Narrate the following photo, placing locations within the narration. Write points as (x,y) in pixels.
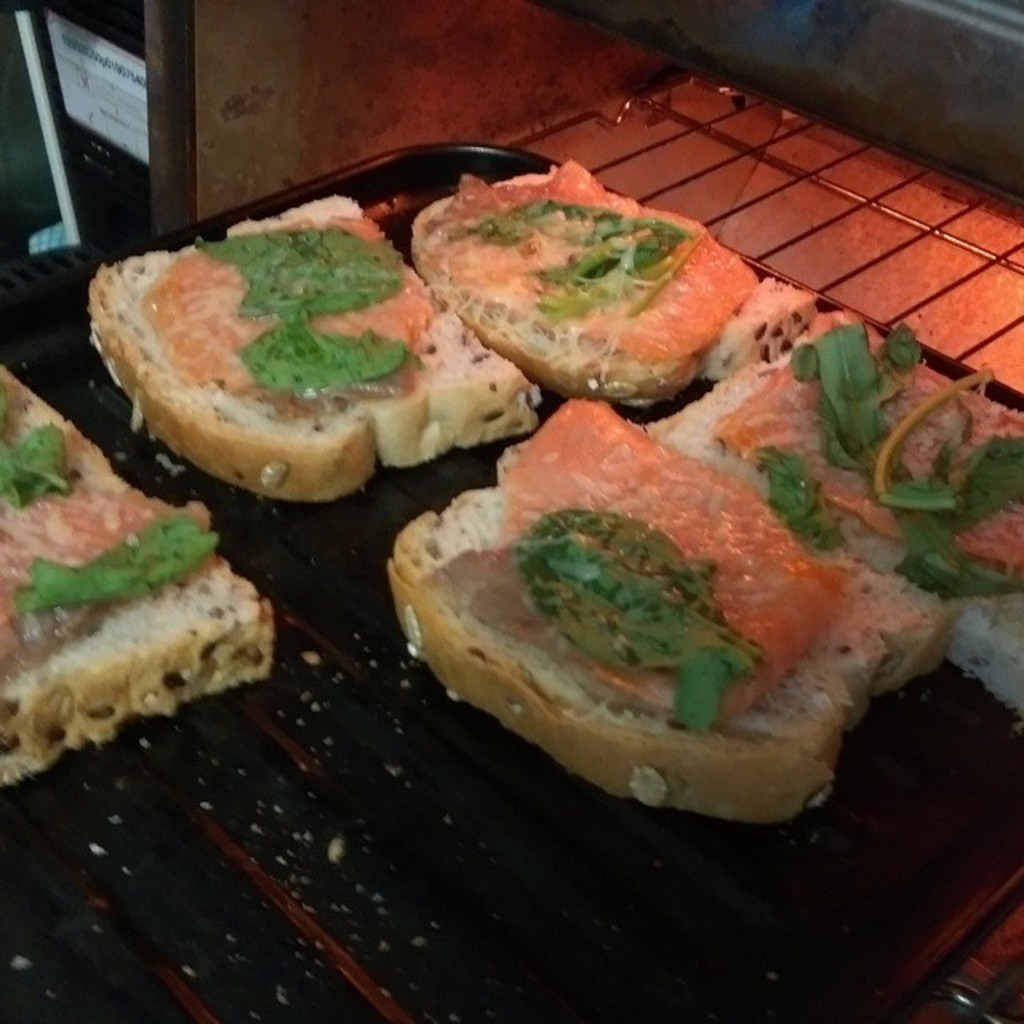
In this image I can see black colour plate (52,308) and in it I can see few breads (118,669). I can also see green colour leaves (323,364) on these breads (107,504).
